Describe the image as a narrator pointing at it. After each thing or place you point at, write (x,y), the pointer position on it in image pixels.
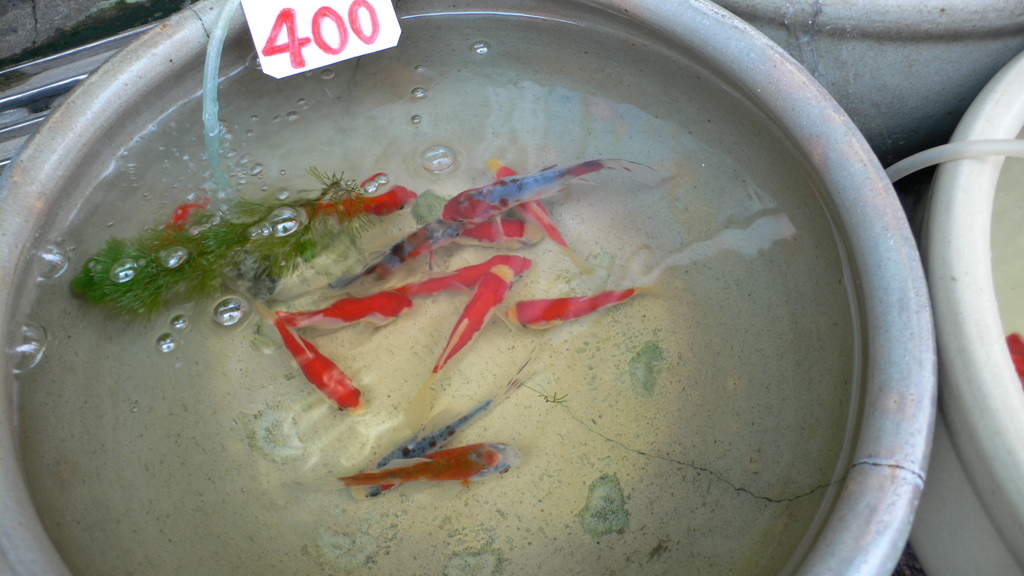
In this image we can see a bowl (651,240) in which we can see the water (599,385) and also fishes (417,447) and also a pipe (235,8). We can also see the number (321,43) on the white paper (317,39).
